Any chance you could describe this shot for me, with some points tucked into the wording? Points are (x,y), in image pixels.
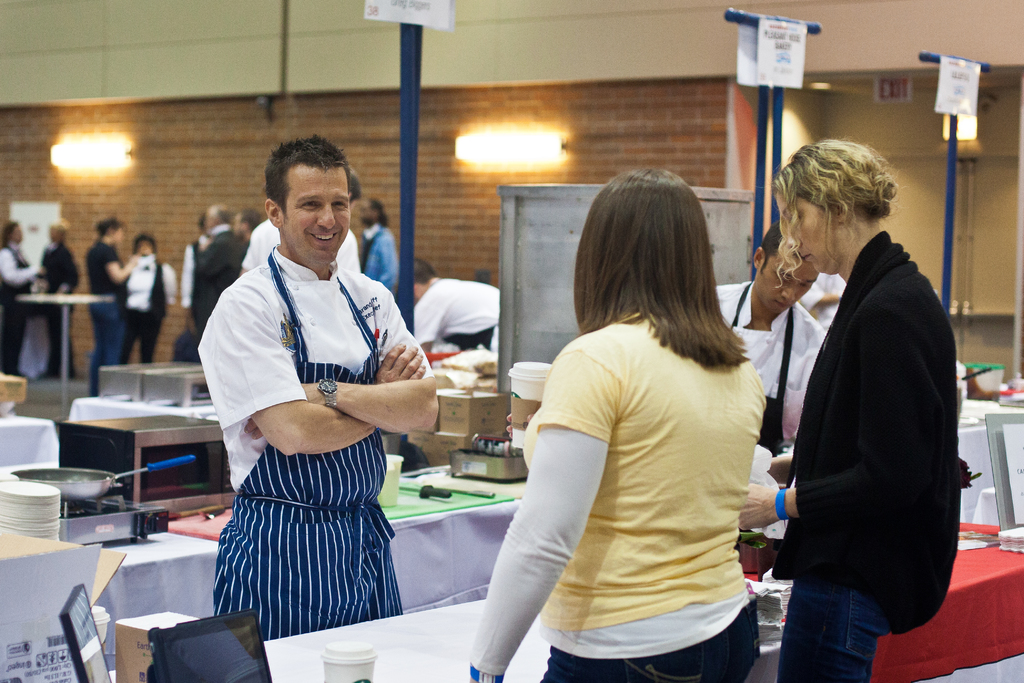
In this image I can see a man (303,338) standing and smiling by looking at the woman (638,492) who is standing in the front of him. In the background (135,277) I can see few people (194,261) are standing. This is an image clicked inside the room (201,121). In this room (260,615) I can see some tables (169,576), bowls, monitors (193,667) and some boxes (455,412).
